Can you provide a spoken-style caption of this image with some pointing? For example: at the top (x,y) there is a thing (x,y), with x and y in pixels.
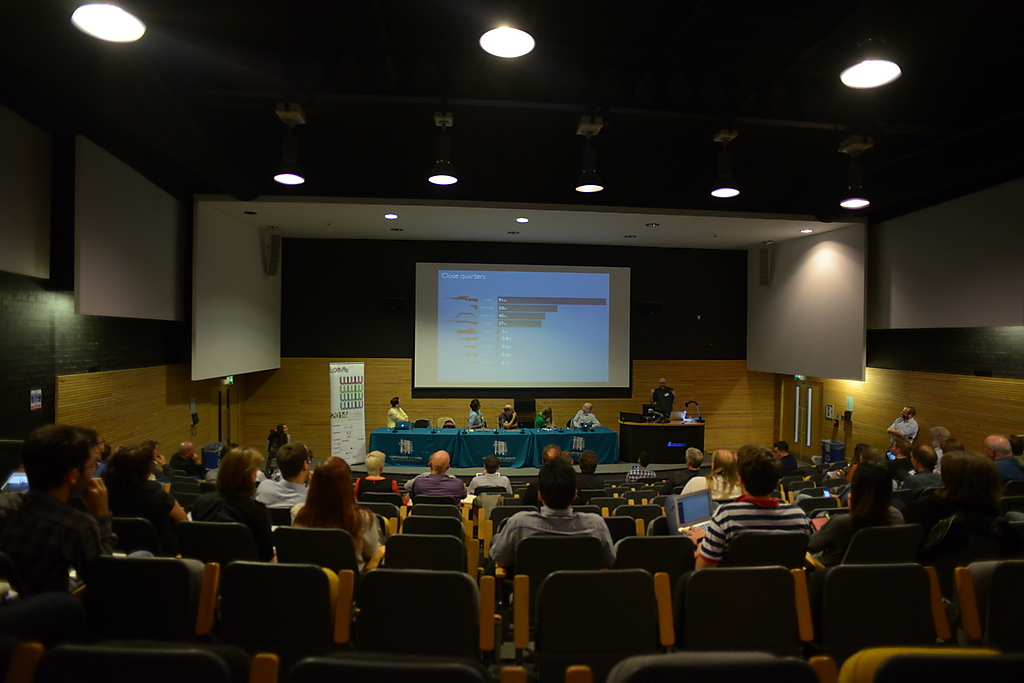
In this image at the bottom (26,547) there are a group of people (86,542) who are sitting on chairs (693,579), and in the center (477,423) there are some people (501,419) and there is a table (531,448) and also there is one screen (541,301) in the center (554,354). In the background (712,292) there is a wall (698,285), on the top (548,101) there is ceiling (712,125) and some lights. On the right side (900,404) and left side (129,374) there is a wall (127,343) and some boards (117,298).
